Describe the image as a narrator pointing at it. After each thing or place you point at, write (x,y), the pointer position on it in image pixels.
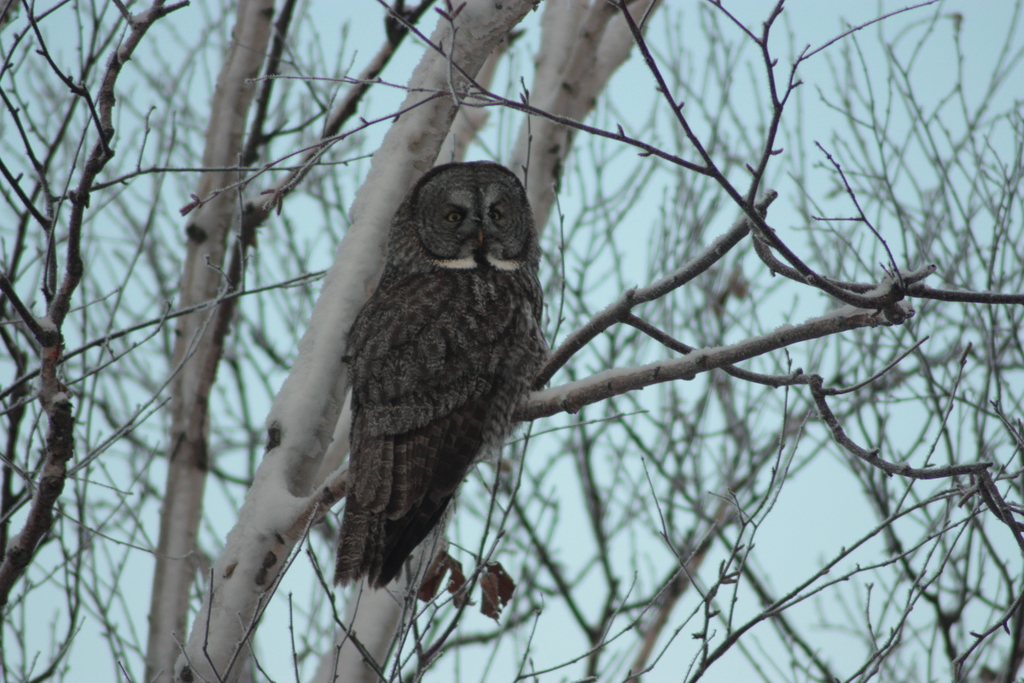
In this image I can see a bird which is in brown and black color. The bird (409,526) is standing on the dried tree (552,57), background (132,112) the sky (591,245) is in light blue color.
